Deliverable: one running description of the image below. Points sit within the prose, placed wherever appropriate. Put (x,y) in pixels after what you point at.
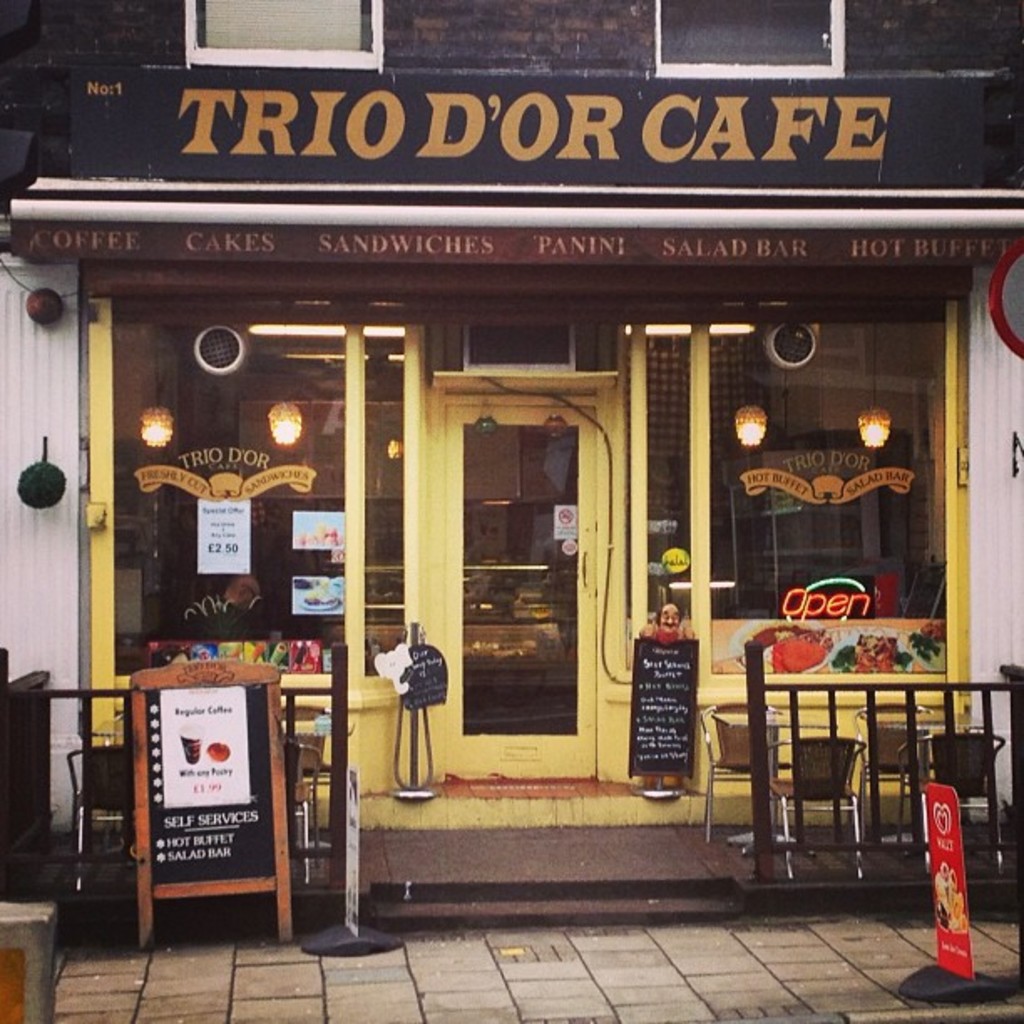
In this image, we can see chairs (803,794), grilles (759,757) and boards (249,733) and there is a stand (432,767). In the background (334,479), there is a building (637,490) and we can see balls (29,486), glass doors (196,504) and through the glass (251,570) we can see screens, lights (755,410) and some other objects (679,549) and there are some posters (235,570). At the bottom (505,931), there is a road (508,983).
